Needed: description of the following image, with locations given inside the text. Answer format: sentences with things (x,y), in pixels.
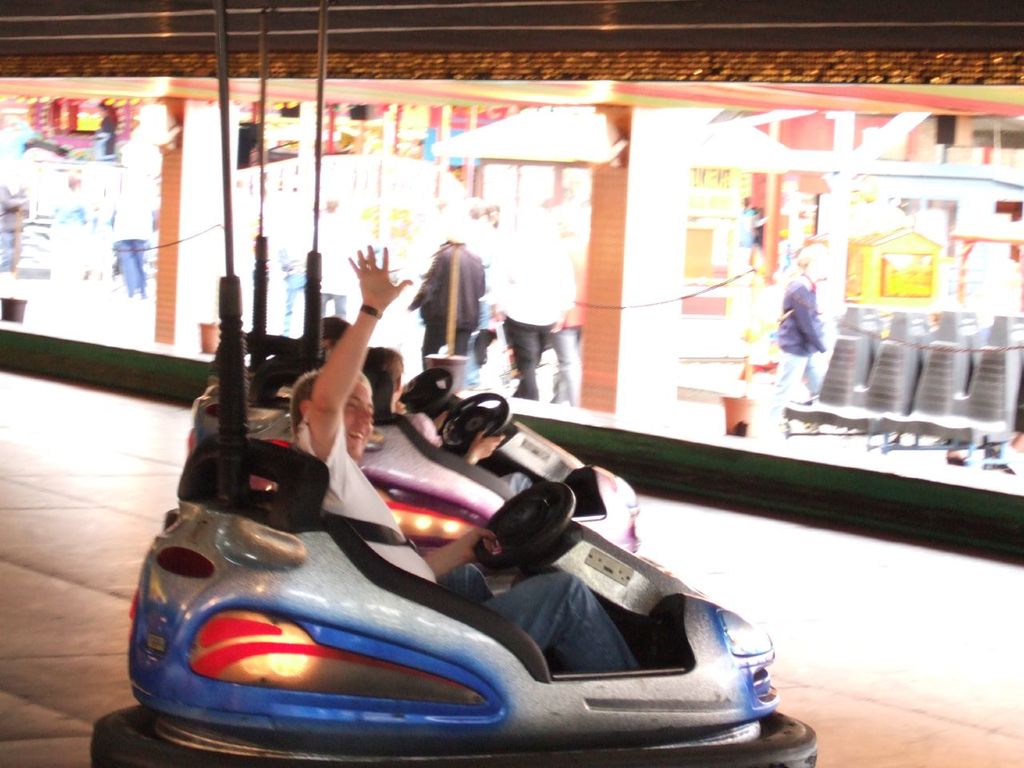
In this image few people (336,452) are sitting in the vehicle (388,662). Few people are walking. Right side (889,381) there are chairs (889,366). Background (1017,135) there are buildings (737,223).
